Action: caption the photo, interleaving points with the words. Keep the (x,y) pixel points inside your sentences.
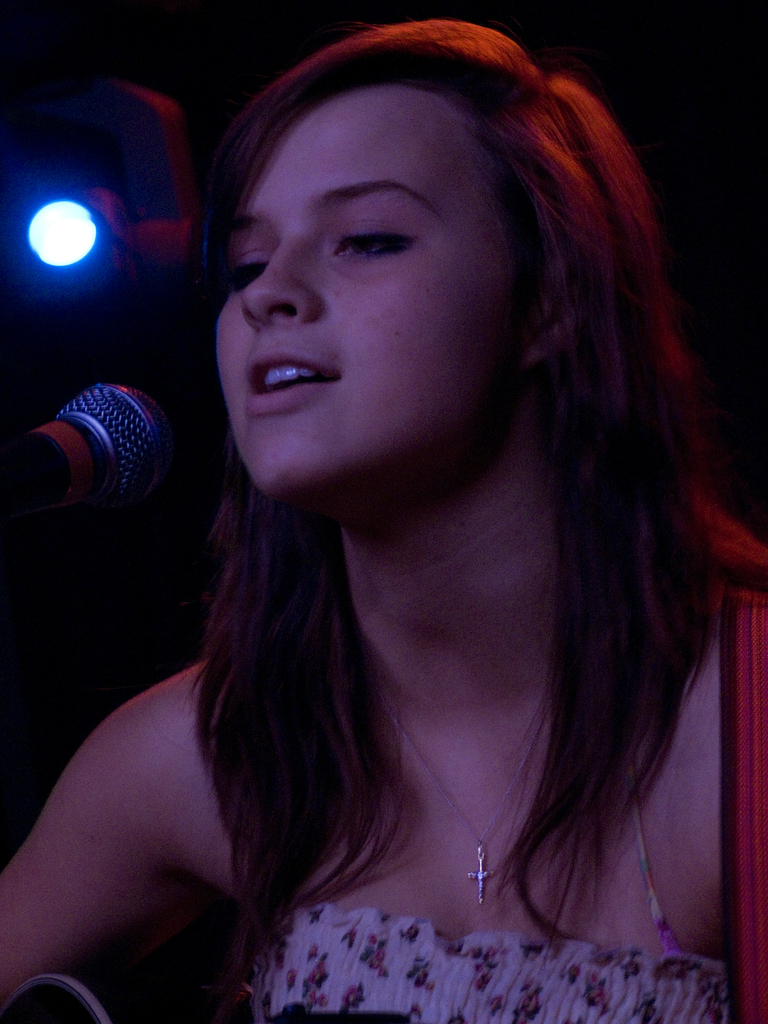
There is a woman (554,796) singing in front of a mic (59,442) and there is a light (82,237) behind her in the left corner (96,226).
